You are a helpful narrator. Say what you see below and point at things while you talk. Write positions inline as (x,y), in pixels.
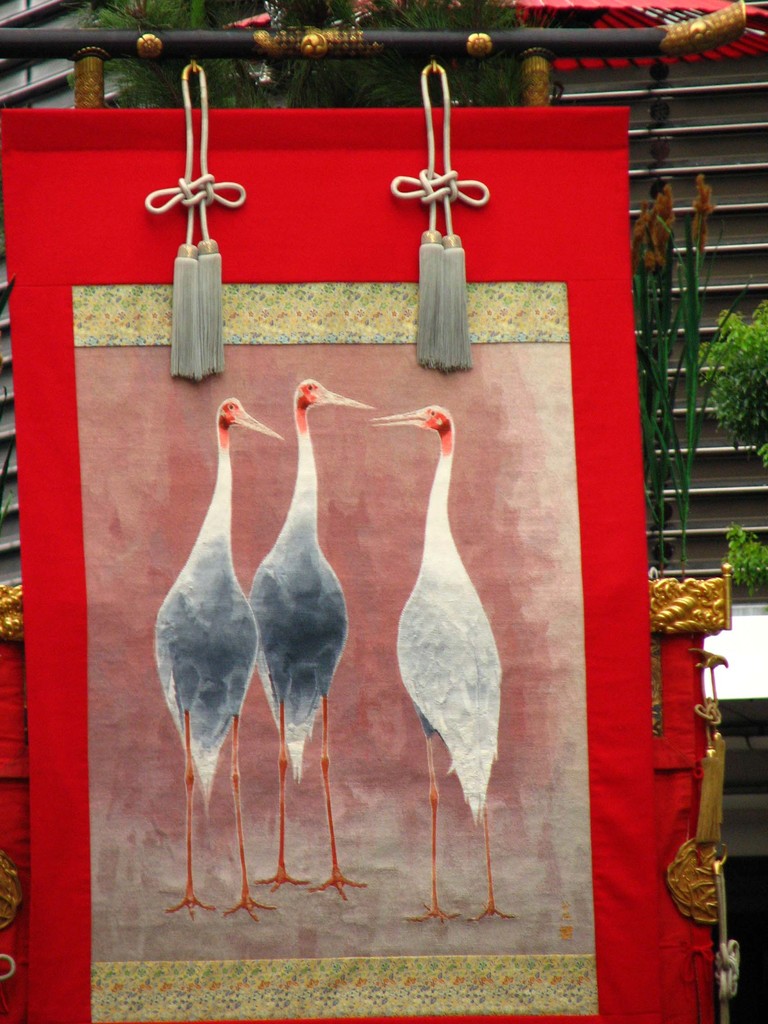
There is a red color frame (99,183). On that there is a painting (291,605) of three cranes (322,598). And the frame (245,183) is hanged with ropes (437,176). And there is a stand (263,31). In the background (637,325) there is a plant (668,374) on the right side (730,358).
